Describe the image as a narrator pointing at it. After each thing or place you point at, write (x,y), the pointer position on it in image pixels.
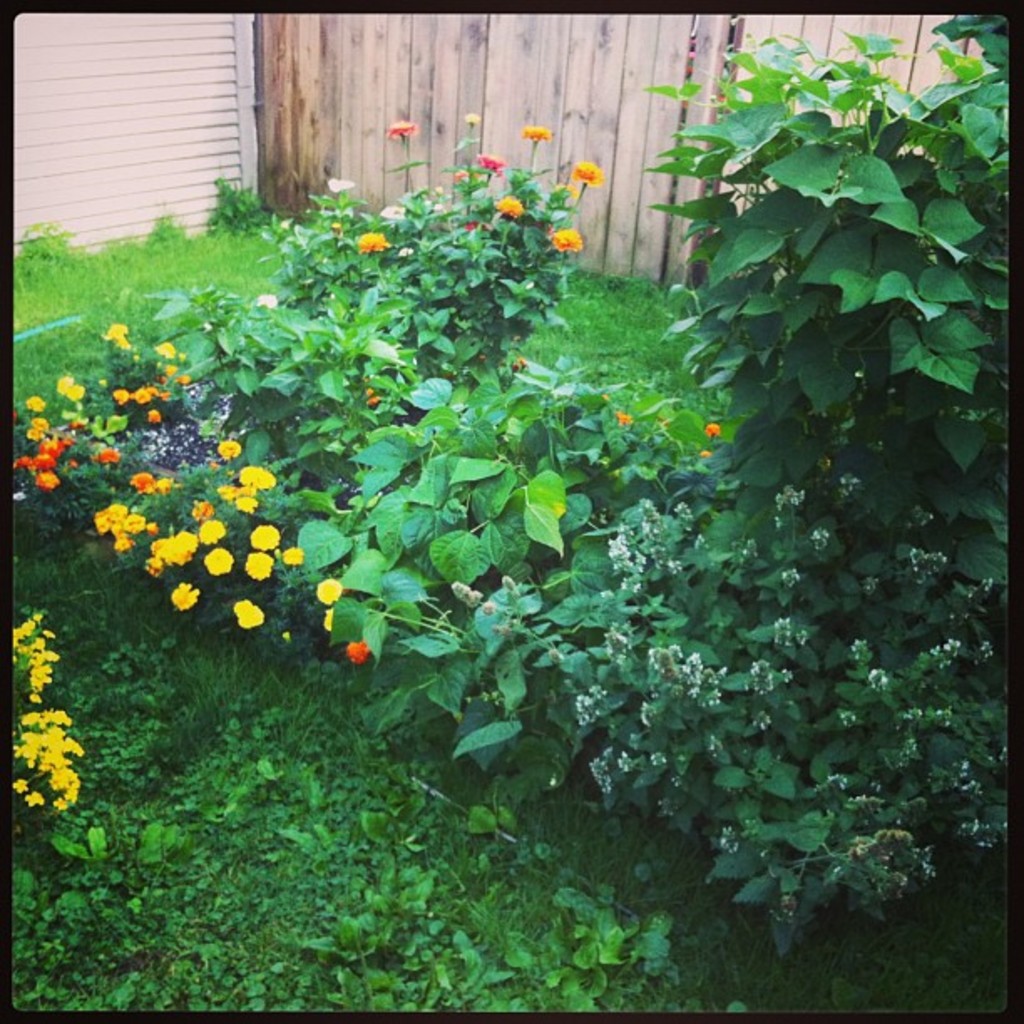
In this image, we can see plants (411,610) and flowers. In the background (395,79), there is a fence (515,108).
